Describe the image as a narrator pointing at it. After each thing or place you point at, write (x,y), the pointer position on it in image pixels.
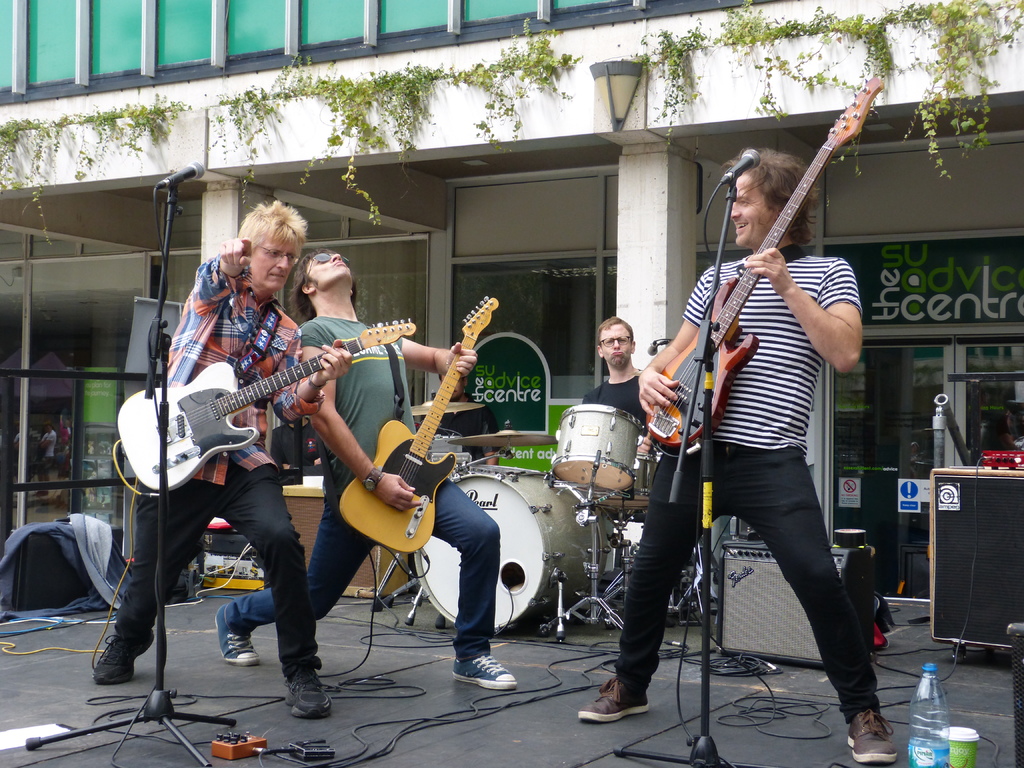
There are few people (689,490) on the stage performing by playing musical instruments (561,532). In the background (454,171) there is a building (742,105), plant (674,65), light (601,83).
